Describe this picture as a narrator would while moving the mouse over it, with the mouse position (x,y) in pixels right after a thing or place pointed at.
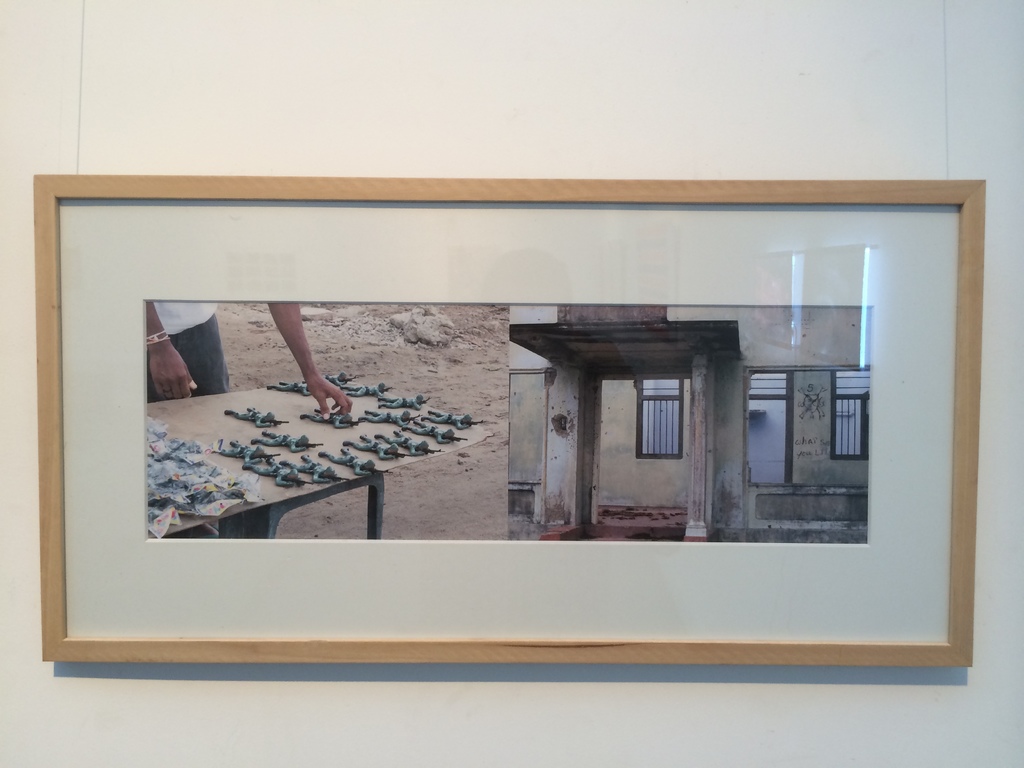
In the center of the image (422,419) a photo frame (427,387) is there. In photo frame (425,435) we can see a person (148,352), table (316,407) and some objects (199,472) are present on the table (335,449). On the right side of the image (712,390) a house (682,401), window (660,423), door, wall (563,425), ground (475,460) are there. In the background of the image (717,745) wall (999,98) is there.
